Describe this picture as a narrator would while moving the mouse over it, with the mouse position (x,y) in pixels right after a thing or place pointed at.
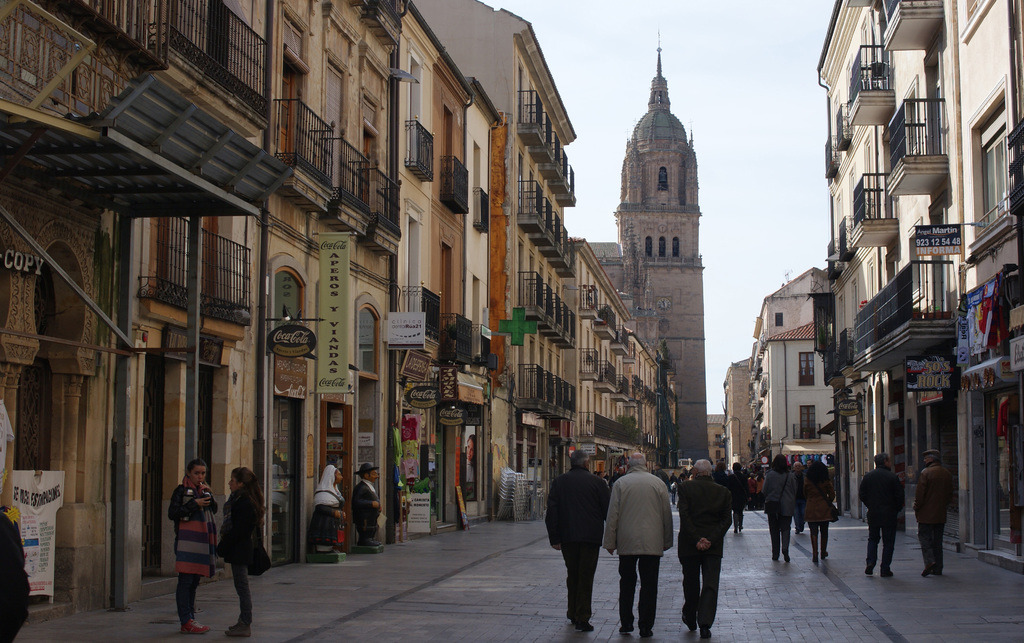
In this picture we can observe some people (564,533) walking in this path (792,573). On either sides of this path (744,563) there are buildings (474,332). In the background (769,123) there is a sky (621,137).
